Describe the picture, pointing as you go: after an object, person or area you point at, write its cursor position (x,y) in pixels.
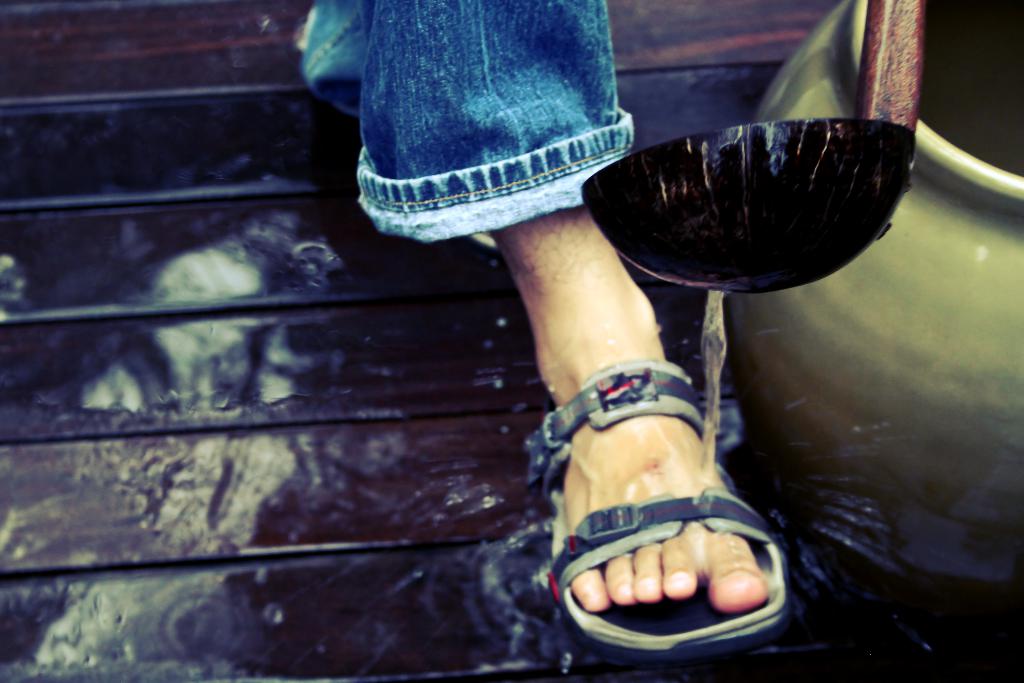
In this image I can see a leg (636,440) of a person (716,477) and I can see this person (575,295) is wearing blue colour jeans (446,160) and a sandal (698,638). Near this leg (646,328) I can see water (708,343), a pot (884,289) and a black colour thing (785,270).
